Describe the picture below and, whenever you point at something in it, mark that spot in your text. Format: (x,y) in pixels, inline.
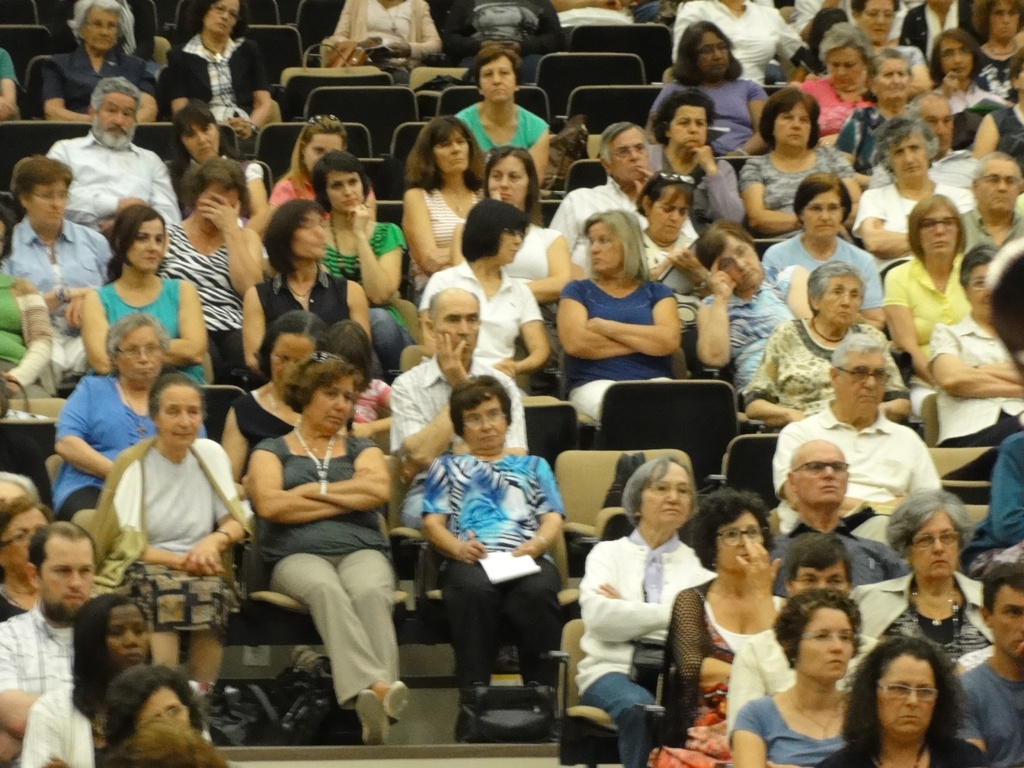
In this picture, we see many people (629,288) are sitting on the chairs (232,136). The woman (485,394) in the middle of the picture (517,471) wearing the blue dress (505,514) is holding a book (493,559) in her hands (477,549). This picture might be clicked in the concert hall (638,434).
